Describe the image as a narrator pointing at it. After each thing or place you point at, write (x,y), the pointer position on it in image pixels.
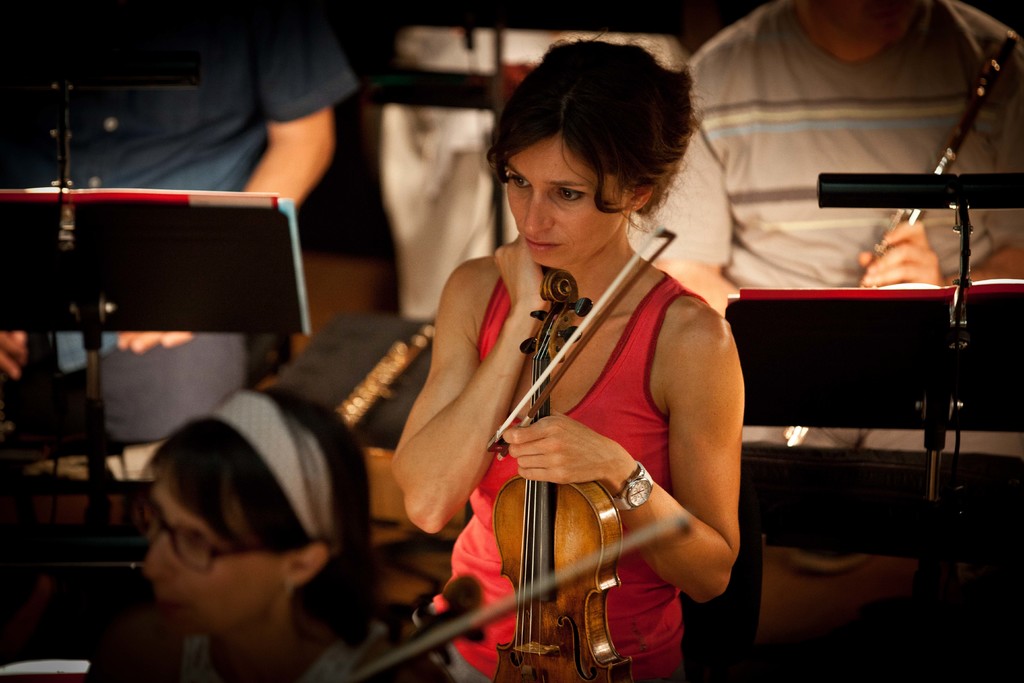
In this image we can see a woman (503,280) holding a musical instrument (513,435) and sitting and we can also see some other persons (684,246) holding musical instruments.
